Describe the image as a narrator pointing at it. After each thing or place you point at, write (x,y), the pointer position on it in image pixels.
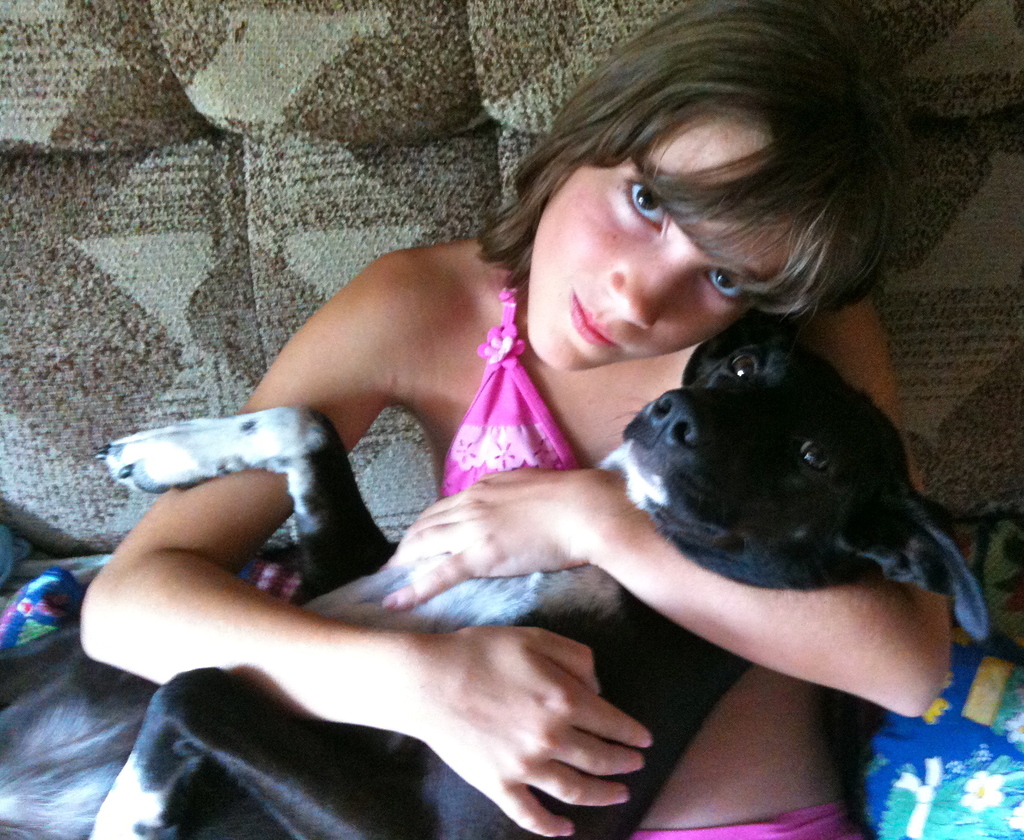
In this picture we can see a girl (431,404) holding a black dog (326,606).
